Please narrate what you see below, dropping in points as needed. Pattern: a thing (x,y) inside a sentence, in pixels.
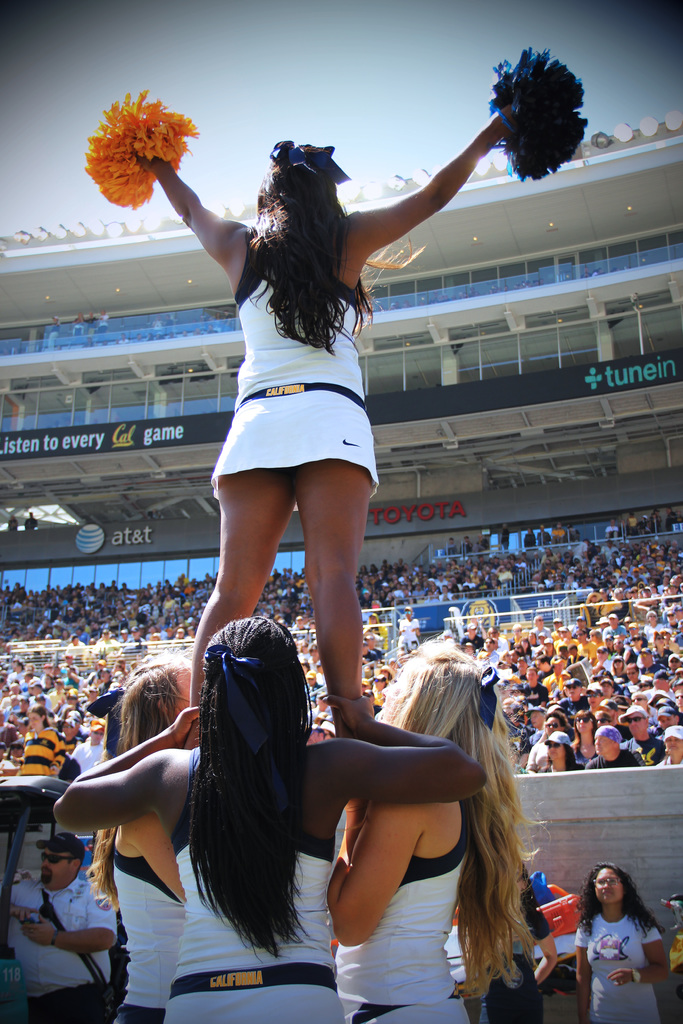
In this picture we can see group of people (334,495), in the middle of the image (298,372) we can see a woman (249,530), she is holding poms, in the background (84,428) we can see hoardings (89,436) and lights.
